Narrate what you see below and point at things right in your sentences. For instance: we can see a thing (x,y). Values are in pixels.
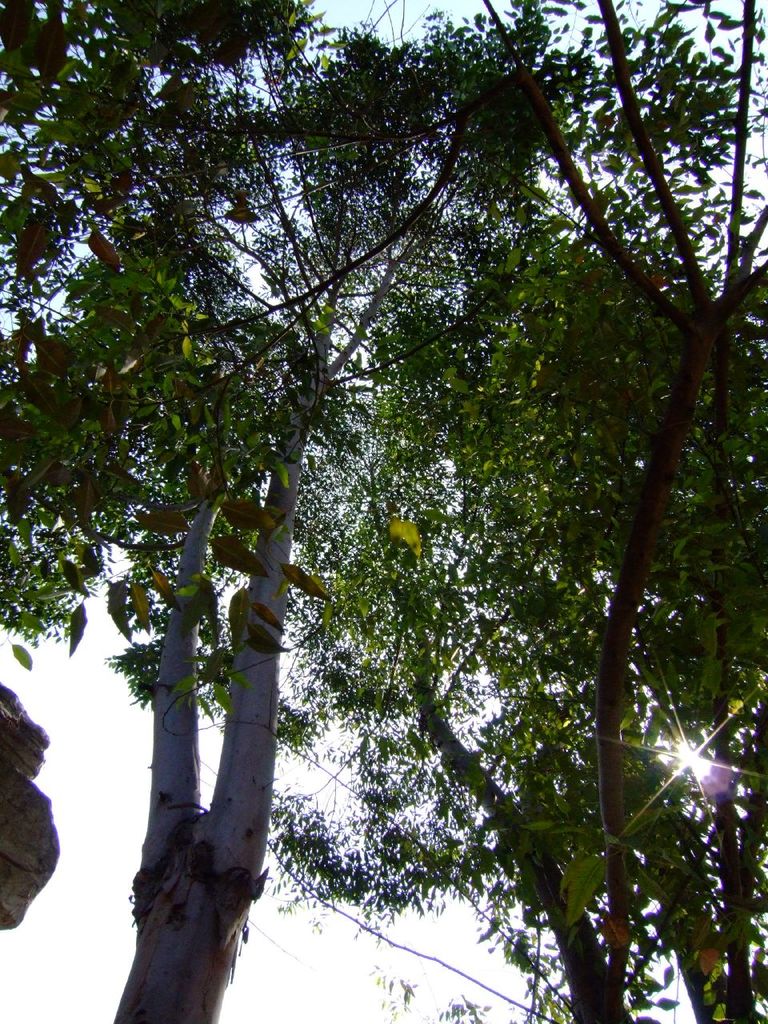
The picture consists of trees (228,664) and sky (309,780). On the right (696,757) it is sun (693,755) shining in the sky (662,755).
